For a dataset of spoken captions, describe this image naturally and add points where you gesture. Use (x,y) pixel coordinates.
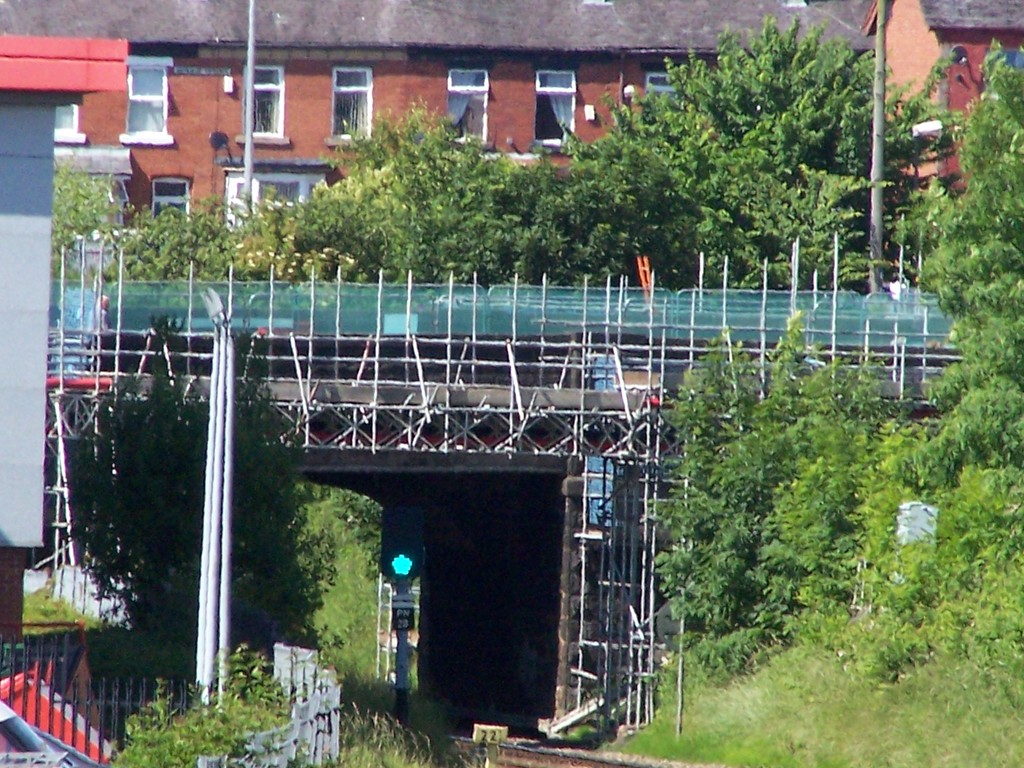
This image is taken outdoors. In the background (487,106) there is a building (849,34). In the middle of the image (529,403) there is a bridge (571,548) with the walls (605,610) and many iron bars (561,376). There is a railing (699,351). There are two poles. There are many trees (741,238) and plants (204,737) with leaves (239,684), stems (206,722) and branches (830,639). There is a signal light (397,539) and a signboard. There is a fence (77,672) and there is a ground (449,749) with grass (854,718) on it. On the left side of the image (28,445) there is a building (46,207).
